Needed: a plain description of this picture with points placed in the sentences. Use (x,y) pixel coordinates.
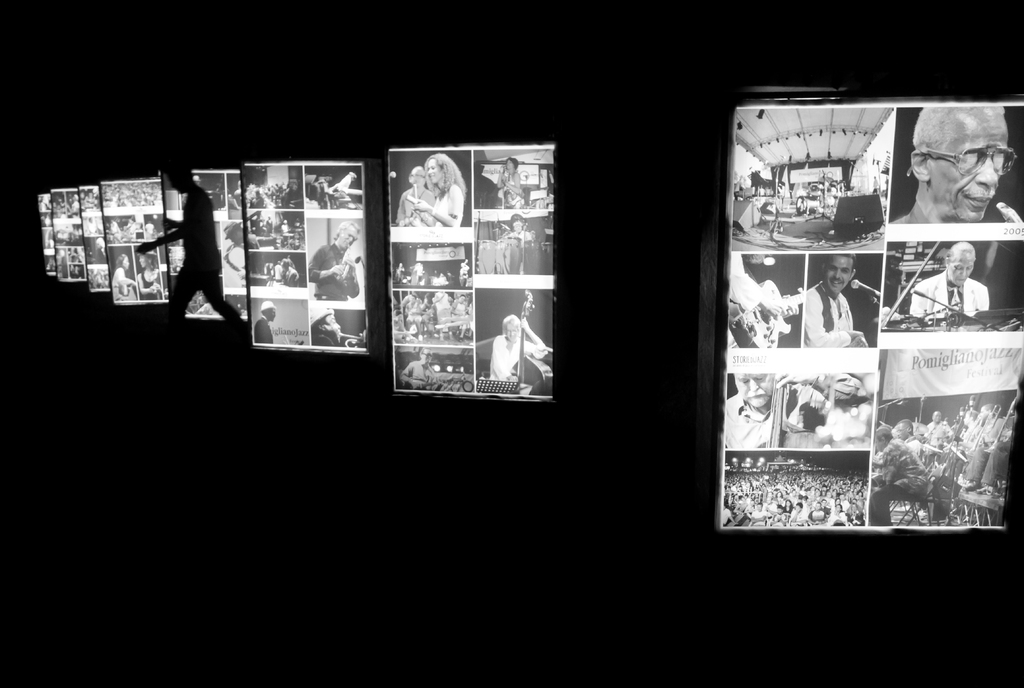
This is a black and white image and here we can see a person (217,276) and there are boards (876,476) with some people (814,299) and some other objects (901,392).
